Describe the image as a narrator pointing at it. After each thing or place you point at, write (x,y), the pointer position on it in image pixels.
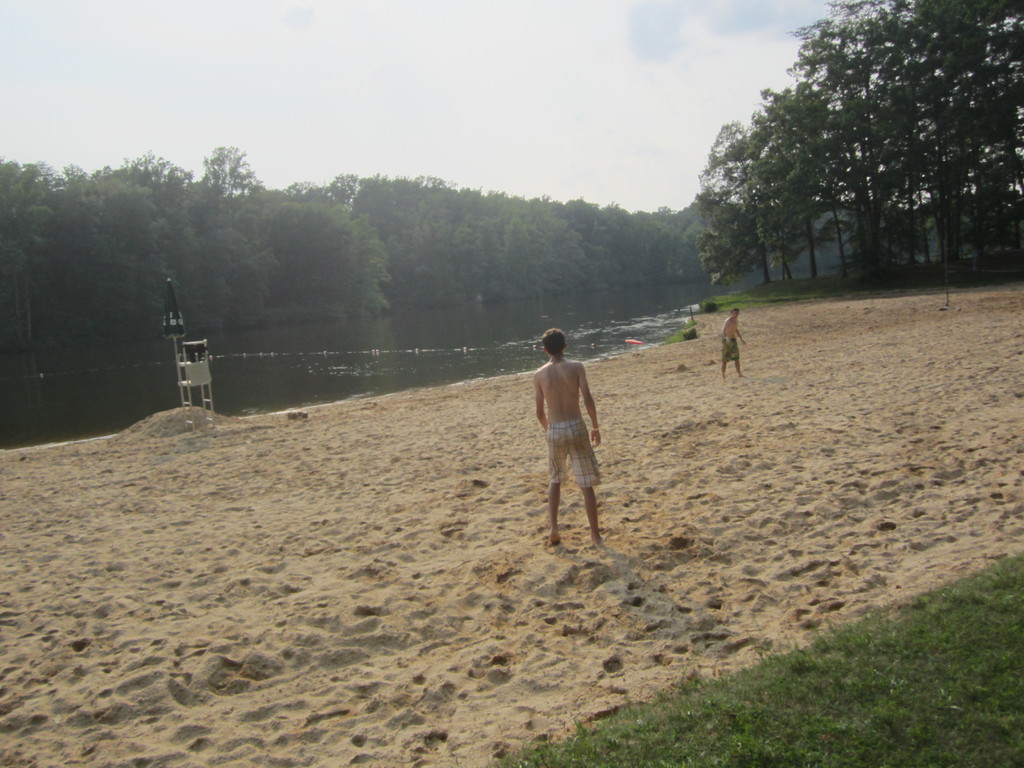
In this image, we can see two persons (732,348) standing and wearing clothes (566,431). There is a river (515,326) in front of trees (410,265). There is a metal frame (198,367) on the left side of the image (194,382). In the bottom right of the image (933,691), we can see some grass (846,670). There is a sky (557,27) at the top of the image (557,27).
